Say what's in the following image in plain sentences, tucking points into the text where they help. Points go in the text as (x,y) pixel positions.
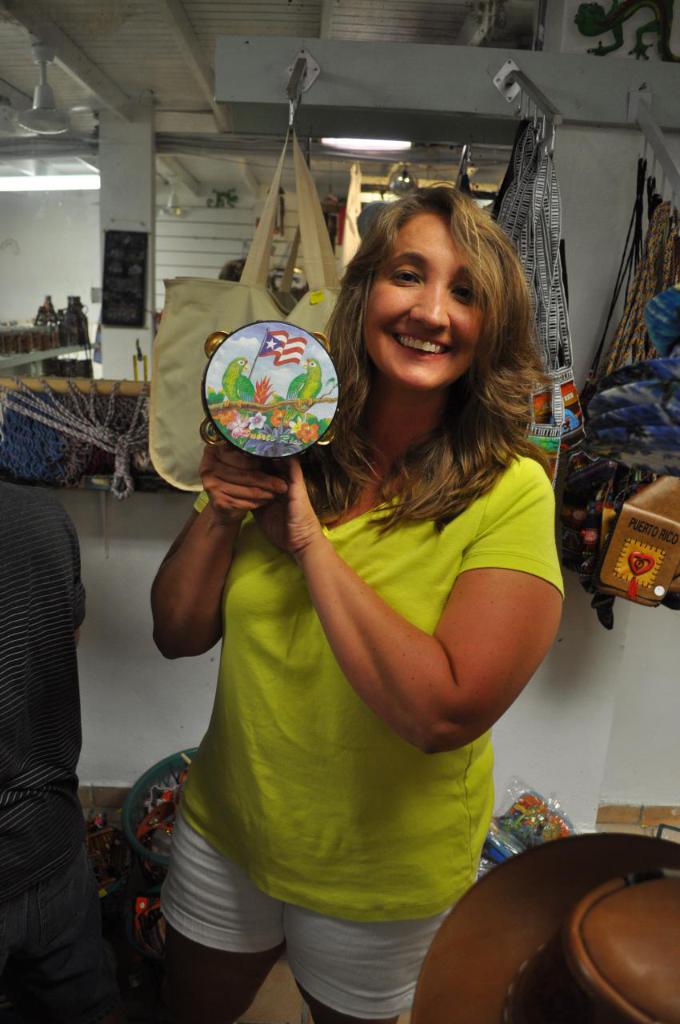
In this image there is a woman (397,658) standing on the floor (295,1005). She is holding an object (260,413) in her hand (236,491). Behind her there are few bags (157,423) hanged to the metal rods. Left side (49,687) a person (45,735) is standing. Right bottom there is an object (555,943). Behind there are few objects (151,891) on the floor (298,1015). Left side (130,152) there is a pillar (132,206). A fan (40,110) and a light (364,141) are attached to the roof (90,84).
